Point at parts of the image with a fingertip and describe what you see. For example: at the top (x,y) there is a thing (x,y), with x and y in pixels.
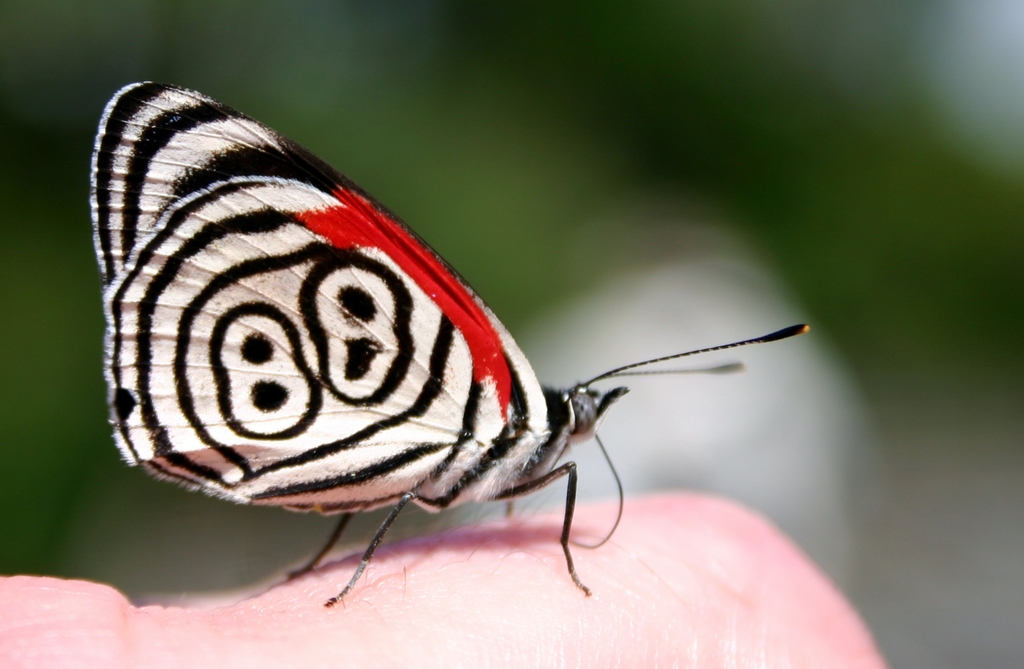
In this image we can see a butterfly (228,386) which is in black, white and red color is on the person's skin (281,611). The background of the image (881,635) is blurred.
